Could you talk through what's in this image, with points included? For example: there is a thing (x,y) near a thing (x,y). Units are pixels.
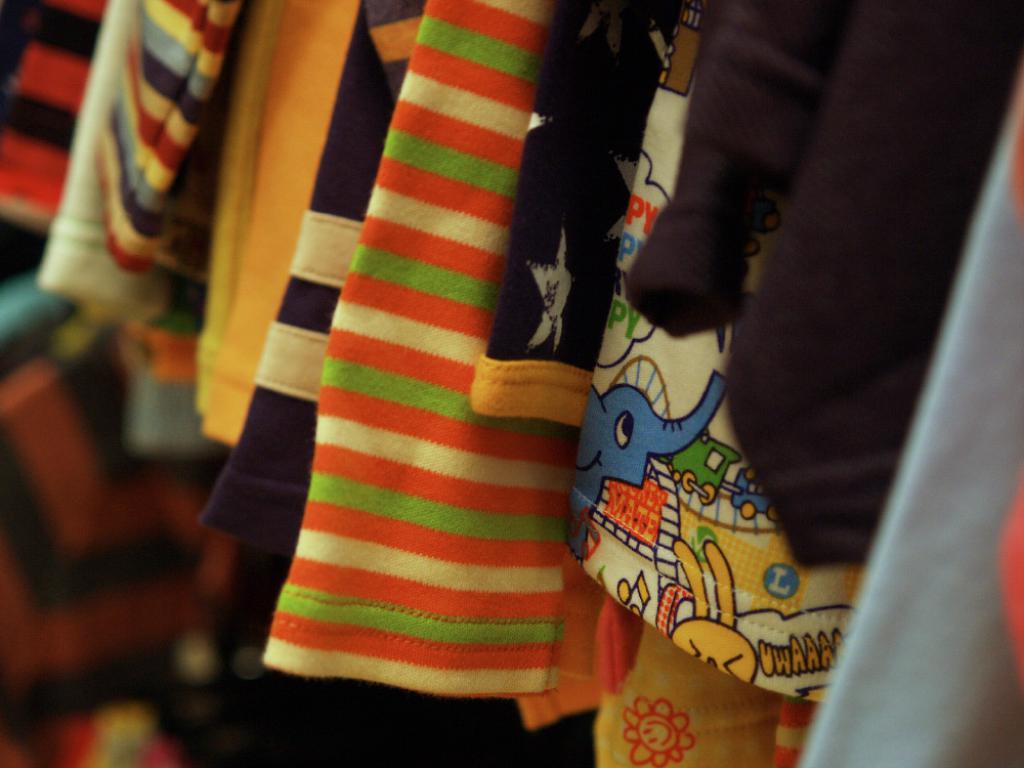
There are few clothes (422,256) which are in different colors.
